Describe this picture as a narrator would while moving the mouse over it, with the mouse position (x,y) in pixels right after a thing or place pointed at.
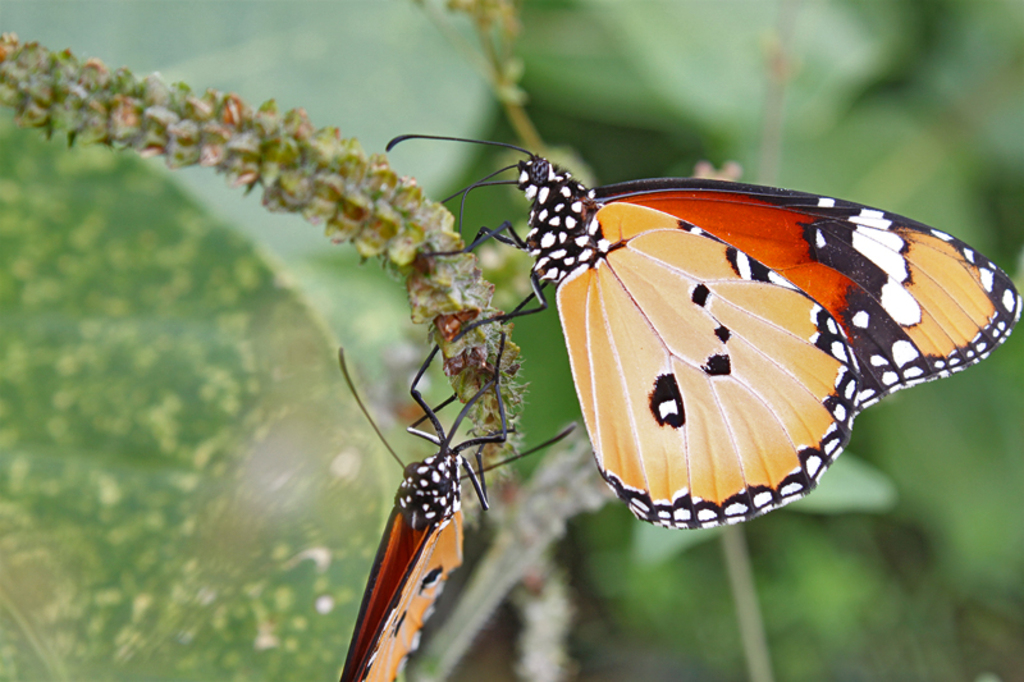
In the picture there are butterflies (670,372) are present on the stem (377,194), there may be leaves (315,44) present.
